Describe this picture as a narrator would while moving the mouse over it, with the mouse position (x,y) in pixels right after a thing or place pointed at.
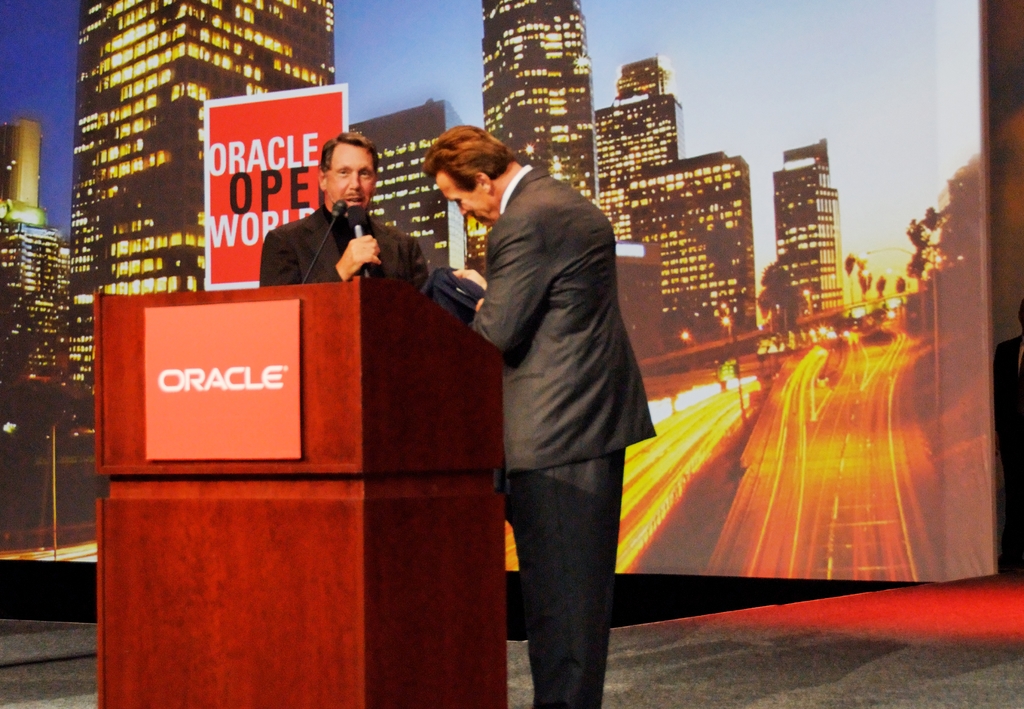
The man (284,269) in black blazer (289,250) is holding a microphone (364,258) in his hand (360,261) and he is talking on the microphone (362,228). In front of him, we see a podium (293,357) on which microphone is placed. Beside that, we see the man (492,329) in black blazer (568,334) is holding a black bag (468,302) in his hand (481,303). Behind them, we see a banner (568,154) in which we can see buildings (791,185), trees (775,300) and street lights (728,323). This picture is clicked in the conference hall (707,628) or an auditorium (796,683).
